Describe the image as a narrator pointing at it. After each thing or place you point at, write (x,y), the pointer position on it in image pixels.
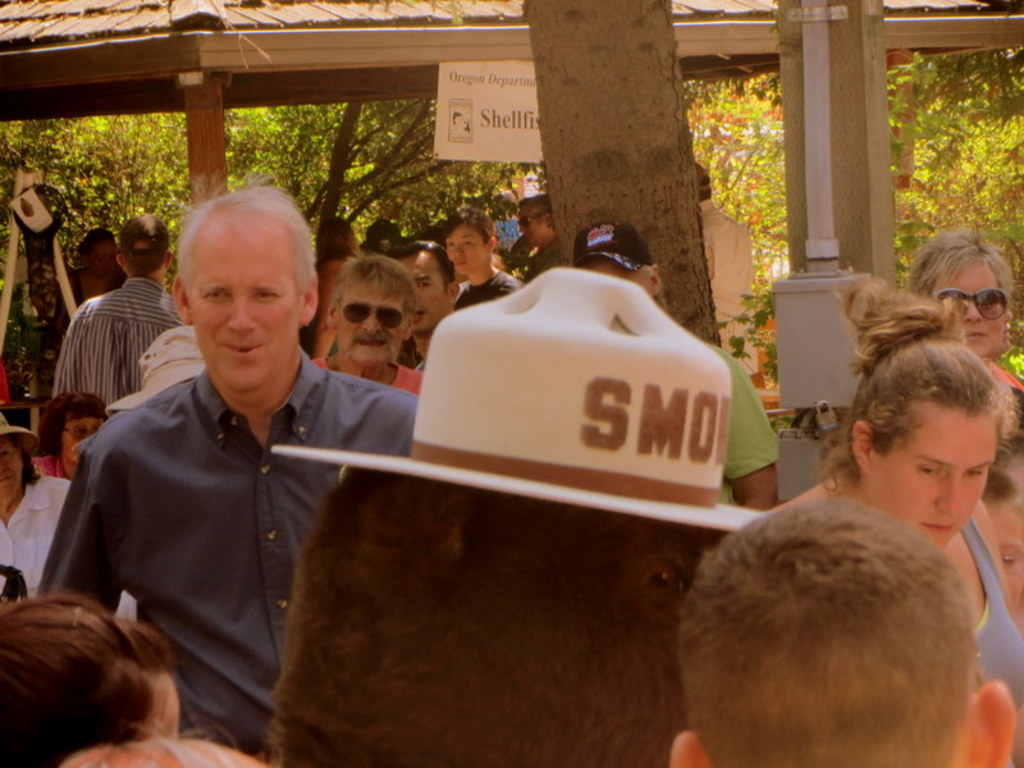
In this picture I can see group of people (408,414) are standing. In the background (327,139) I can see a roof (317,56), trees (383,164) and a board (482,126) which has something written on it.
